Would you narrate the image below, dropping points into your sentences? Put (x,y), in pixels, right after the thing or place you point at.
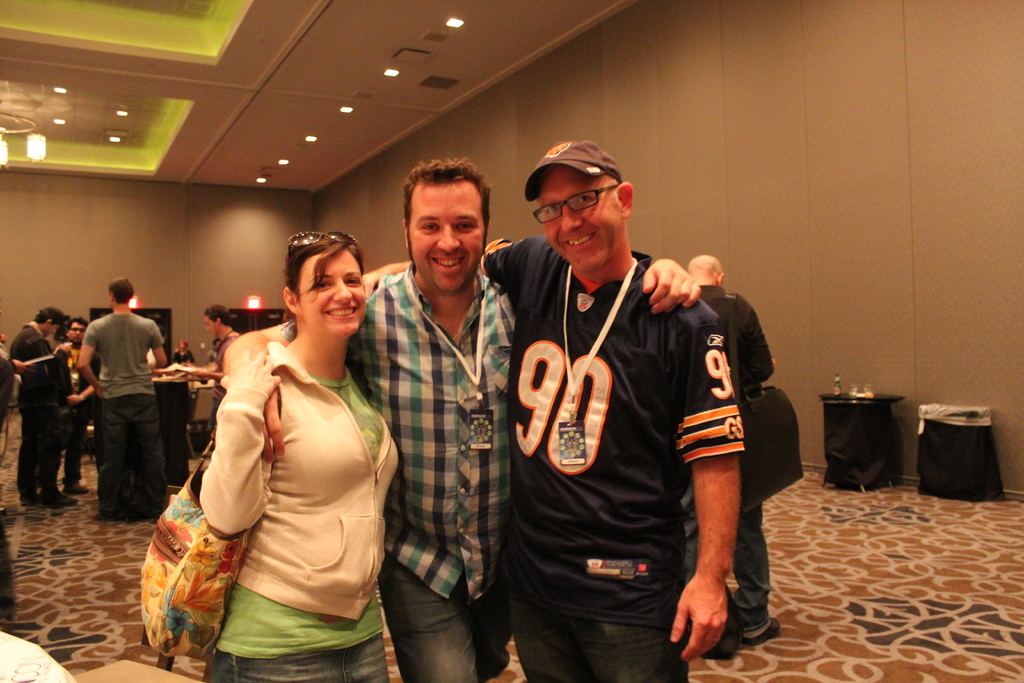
In front of the image there are three people (400,317) having a smile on their faces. Behind them there are a few other people (127,456) standing. On the right side of the image (993,464) there are some objects (986,452). On the left side of the image (130,682) there is a table (147,682). On top of it there is some object (44,672). In the background of the image (270,312) there are doors (270,312). There are display boards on the wall (135,263). On top of the image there are lights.
